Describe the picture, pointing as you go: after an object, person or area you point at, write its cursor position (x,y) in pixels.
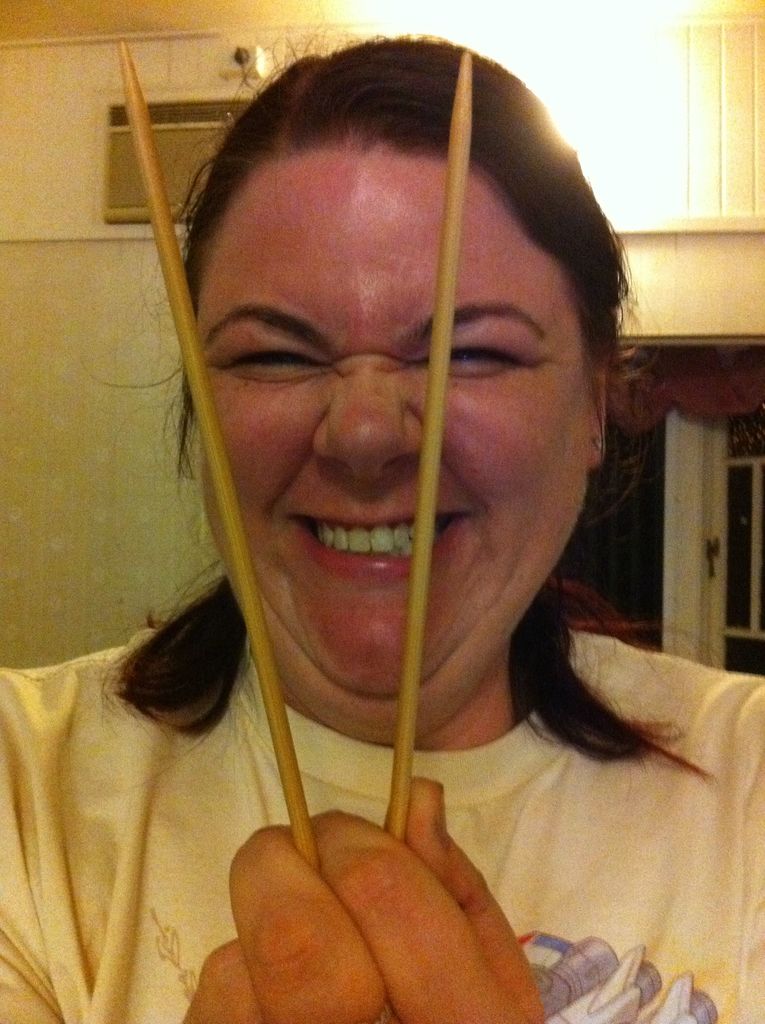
There is a woman (256,532) holding a two chopsticks (265,638) in her hand (330,861) and she is having a different smile (382,552) on her face (407,526). She is wearing a yellow t shirt (572,801). In the background (615,75) there is a light (606,97) and a wall (77,332).
